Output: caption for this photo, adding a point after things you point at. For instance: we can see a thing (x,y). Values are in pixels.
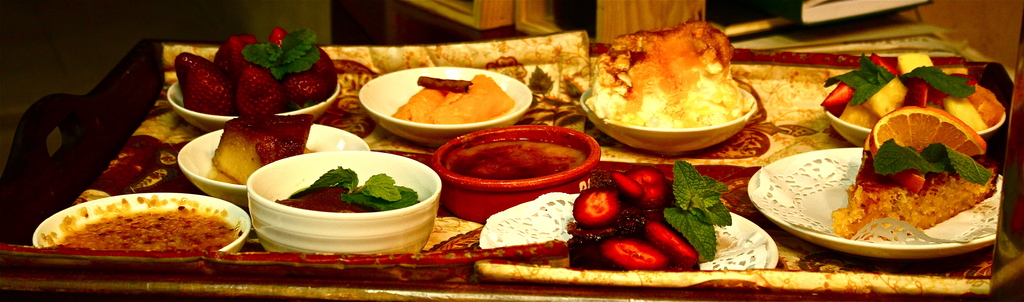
The picture consists of a tray (803,278), in the tray (144,68) there are bowls (861,125), plates (950,252) served with different dishes (444,80). At the top (790,21) there are books (830,20) and cupboard (495,21).
